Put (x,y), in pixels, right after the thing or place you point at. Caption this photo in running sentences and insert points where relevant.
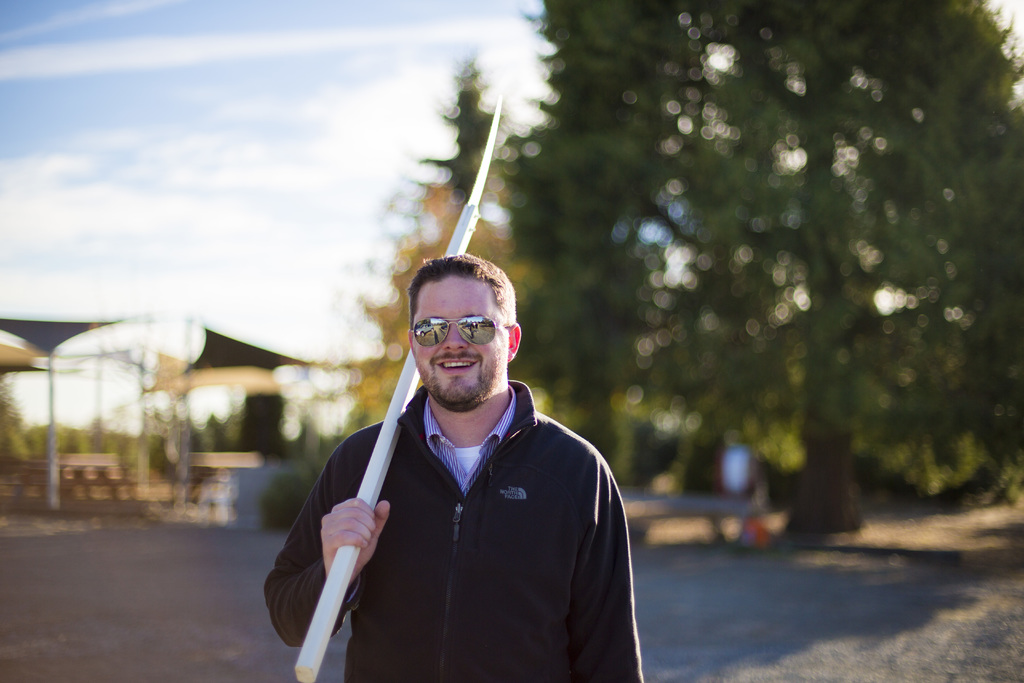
In this picture there is a man (429,551) standing and smiling and he is holding the object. At the back (1004,381) it looks like a shed (235,377) and there are trees (793,444). At the top (211,119) there is sky (211,119) and there are clouds (244,158). At the bottom (981,600) there is a road (826,596).
